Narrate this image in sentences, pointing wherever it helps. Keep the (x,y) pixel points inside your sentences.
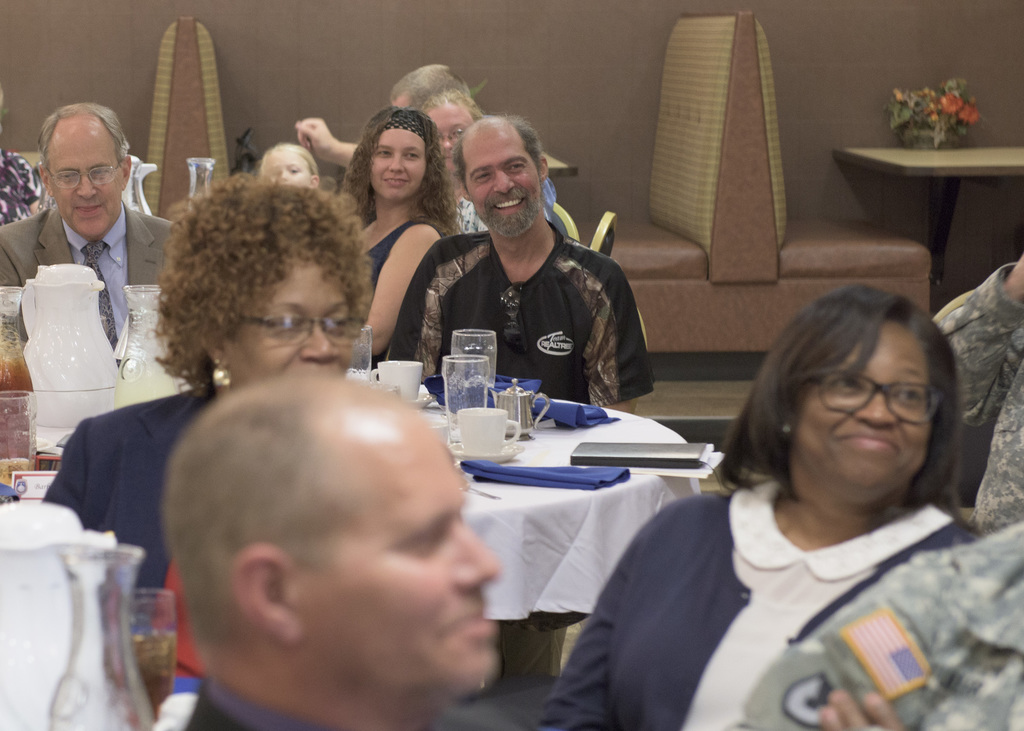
I can see groups of people (490,213) sitting on the chairs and smiling. This is the table (562,506) covered with a white cloth (577,533). I can see cups (481,426) and saucers (494,453), napkins (542,473), glasses (468,350), jug (84,346) and few other things (665,458) placed on it. These are the couches (181,79). I can see another table (890,157) with a flower bouquet (931,137) on it.
